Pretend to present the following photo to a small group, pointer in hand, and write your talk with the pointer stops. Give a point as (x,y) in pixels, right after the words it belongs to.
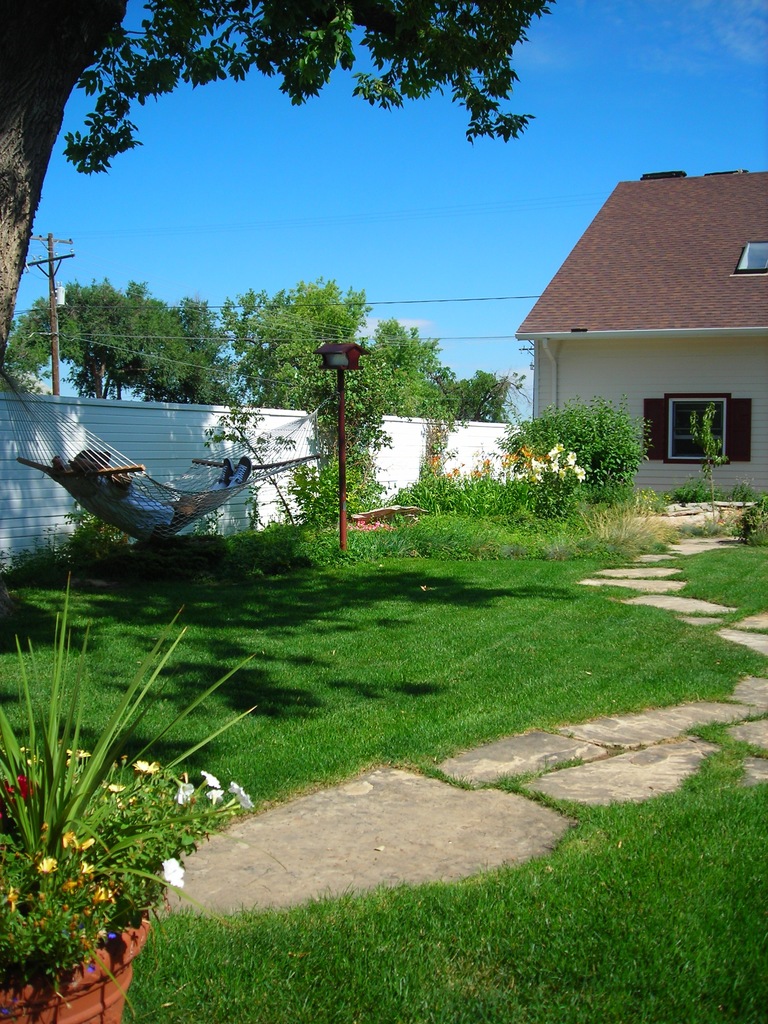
In this picture I can see there are some plants (142,696), trees (4,359) and there is a building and the sky (186,142) is clear.
